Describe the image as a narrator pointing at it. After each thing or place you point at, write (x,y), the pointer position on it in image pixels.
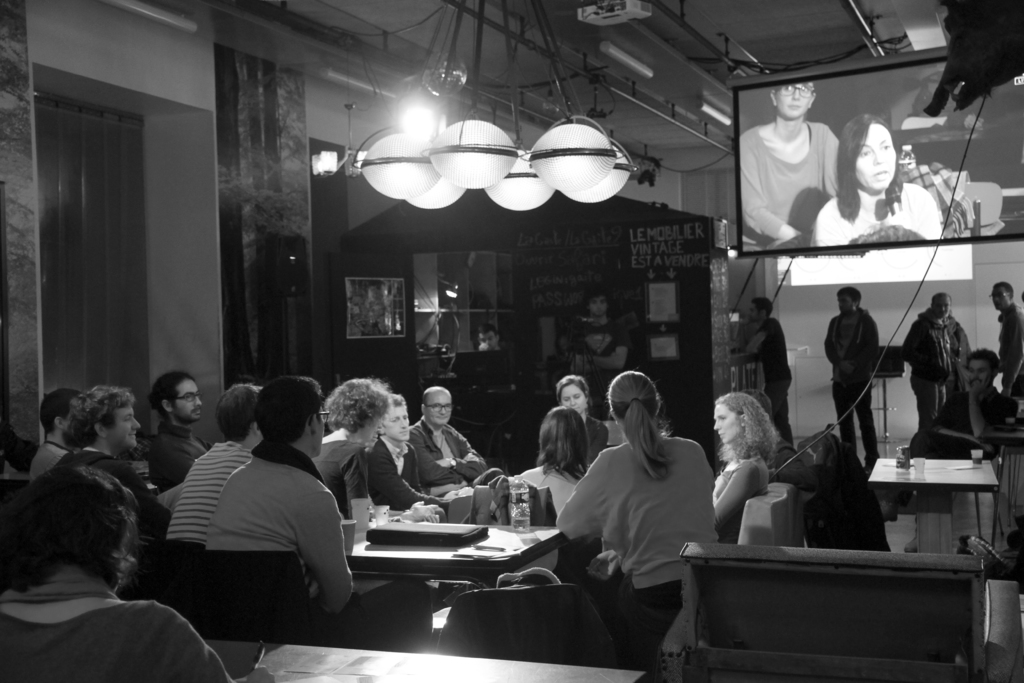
An indoor picture. Light (575,182) is attached with a rooftop (513,22). This is a screen (990,155). Few persons (949,330) are standing. Few persons (53,490) are sitting. On a table (444,548) there is a file (451,538), bottle (522,523) and cup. This is a rack (472,313). On a wall (659,279) there is a poster (672,304).
